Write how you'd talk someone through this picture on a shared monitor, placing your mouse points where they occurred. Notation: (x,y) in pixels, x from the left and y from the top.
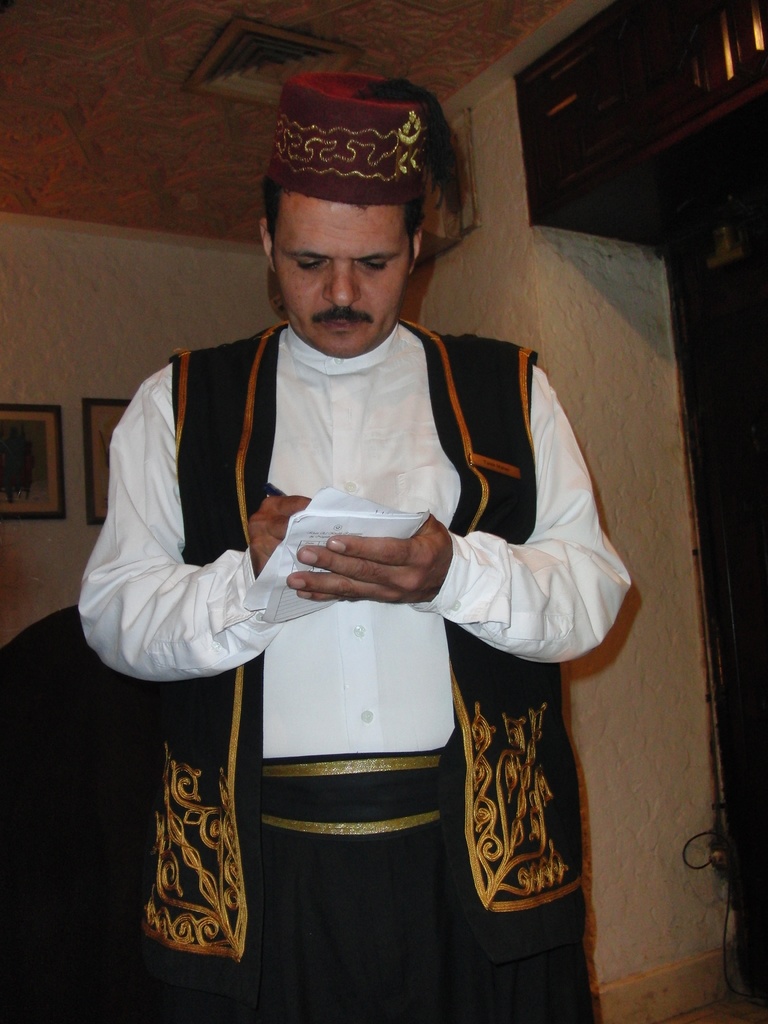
In this picture we can see a waiter (344,474) noting down the order. The waiter (300,226) is wearing a red velvet cap (353,151). He is wearing a white shirt (354,412), and a black waistcoat (229,393) & a black bottom (355,820). The wall (53,397) behind him is in cream color and there are photo frames (61,435) hanging on the wall (114,383).
